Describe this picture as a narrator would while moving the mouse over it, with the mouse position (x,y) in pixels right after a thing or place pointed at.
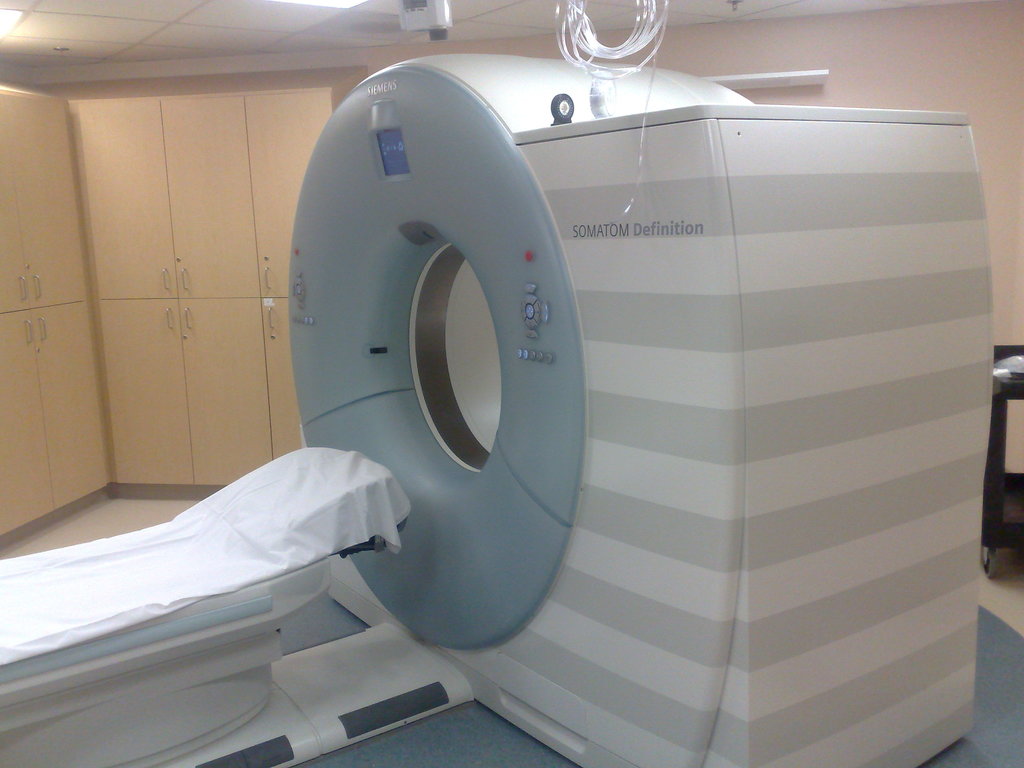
In the image we can see a computed tomography (496,266). This is a bed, white cloth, wires (632,41), floor (446,723), cupboards (174,270) and a light (14,16).
